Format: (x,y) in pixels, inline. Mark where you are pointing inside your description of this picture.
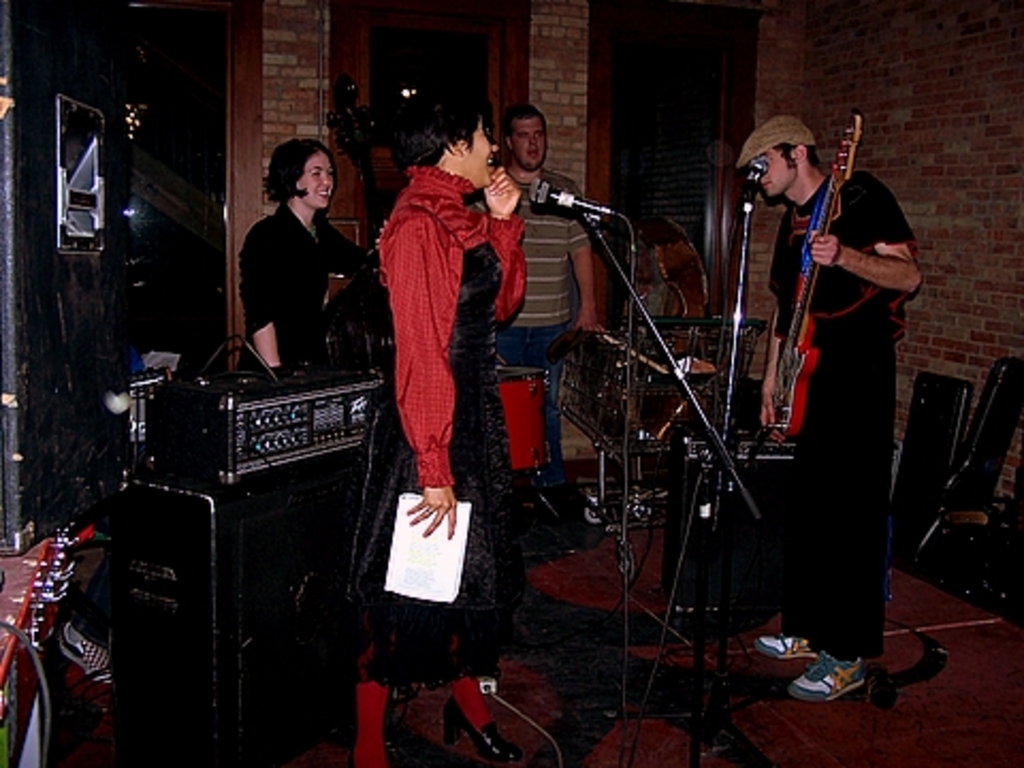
In the image we can see there are people (472,242) who are standing and a person (843,281) is holding guitar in his hand (835,258) and at the back (916,92) the wall (876,127) is in red colour bricks (948,148).
